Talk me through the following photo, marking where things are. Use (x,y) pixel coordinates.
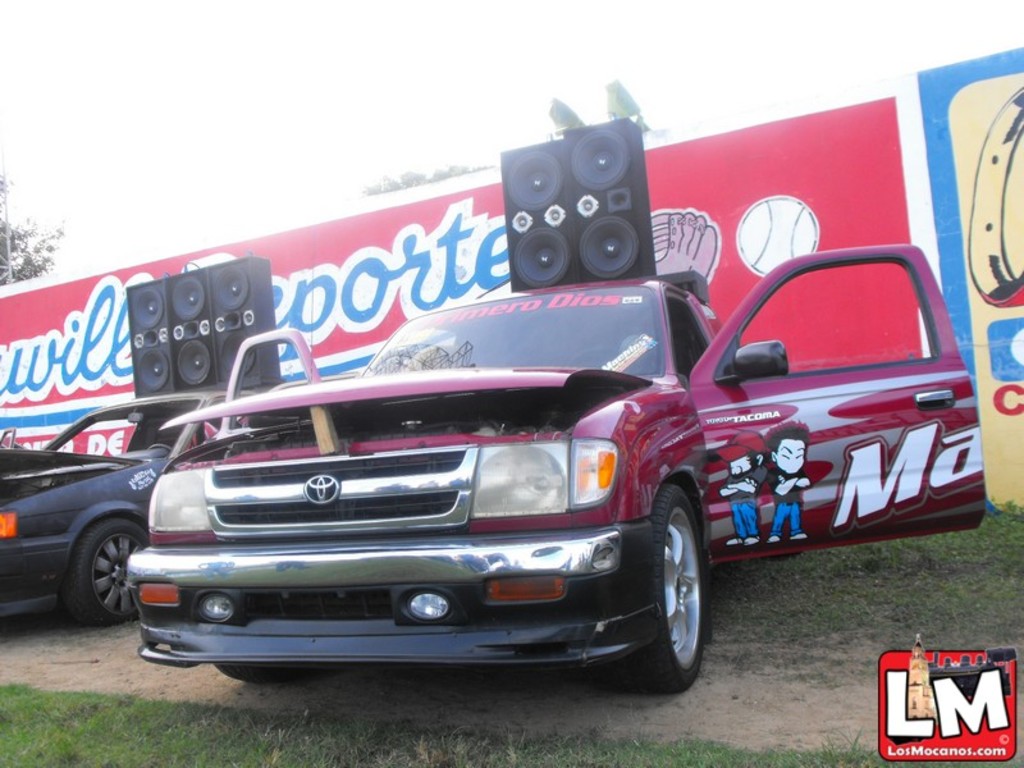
In this image we can see two cars (454,399) with the sound boxes (168,321) parked on the land (464,686). We can also see the grass (106,723). In the background (11,247), we can see the trees (443,172) and also the painted wall (786,249) with the text (476,242). At the top (353,113) there is sky (443,41) and in the bottom right corner (919,695) we can see the logo (963,717).
